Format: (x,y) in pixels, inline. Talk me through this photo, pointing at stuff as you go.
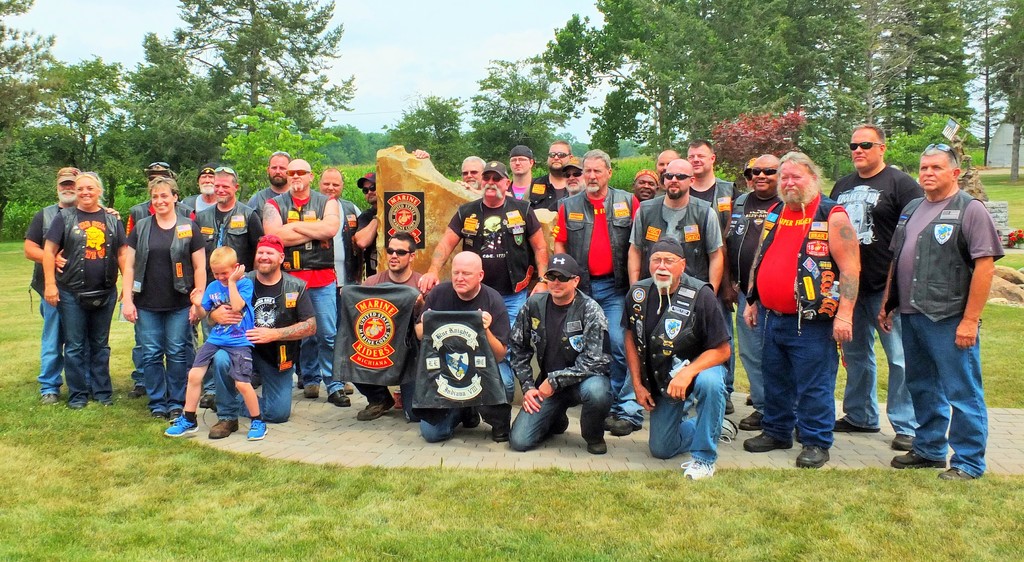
In this image we can see some group of persons (323,281) standing and some are crouching and in the background of the image (449,94) there are some trees (296,144) and clear sky (532,16).
